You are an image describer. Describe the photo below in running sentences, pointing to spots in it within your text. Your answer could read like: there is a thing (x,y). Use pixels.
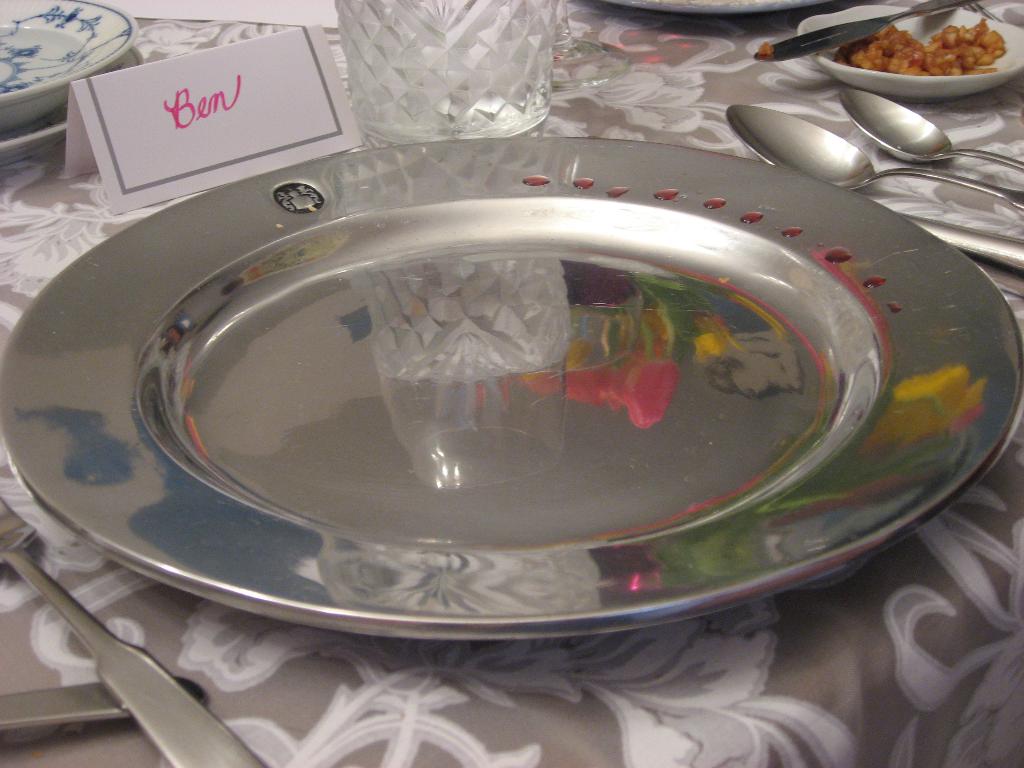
In this image it looks like there is a table (716,690) on which there is a cloth (677,685). On the cloth (450,660) there are plates (294,283), spoons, glasses (439,69), bowls (877,86) and a name board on the table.
